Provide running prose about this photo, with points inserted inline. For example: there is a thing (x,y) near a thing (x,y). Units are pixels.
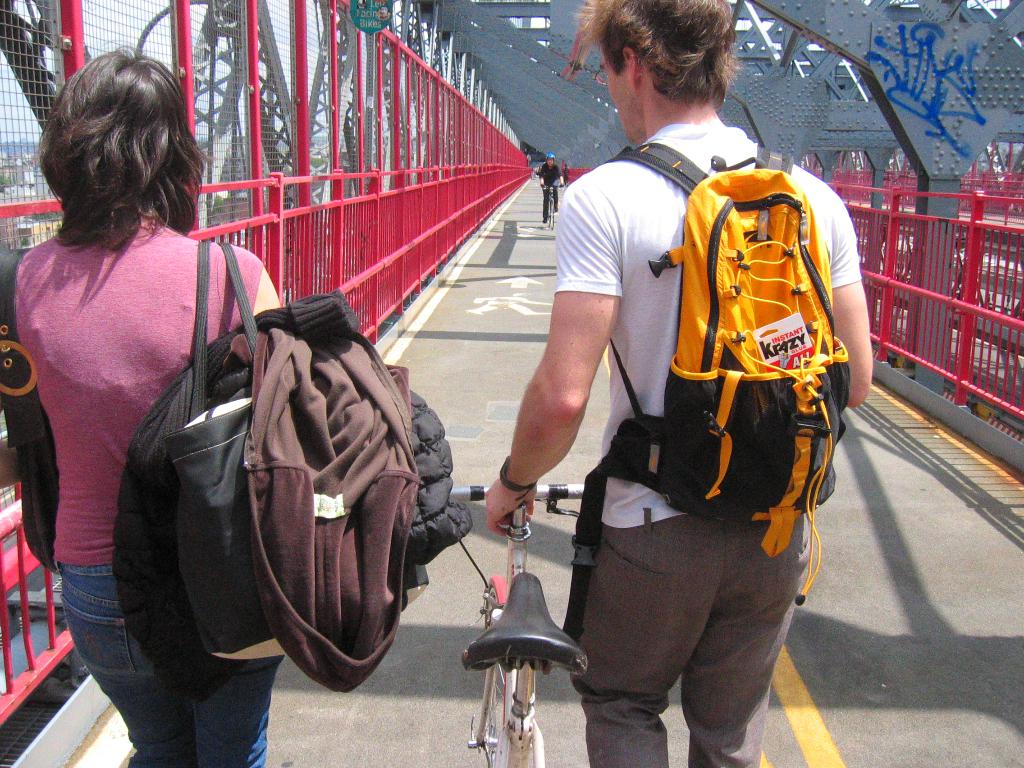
In this image I can see two people (582,360) are wearing the bags (575,563) and one person (592,303) is holding the bicycle (519,655) and there are to the side of the railing (329,174). In the background (542,198) one person (542,169) is riding the bicycle (553,213).
